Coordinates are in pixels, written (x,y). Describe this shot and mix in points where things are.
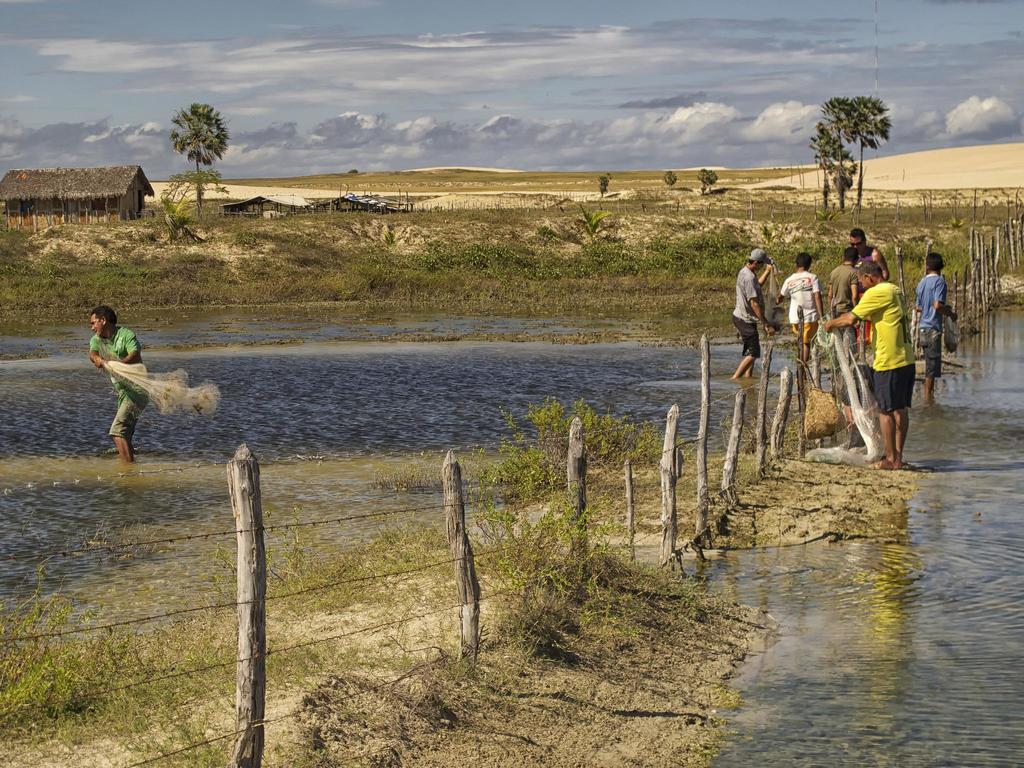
This image consists of many people (747,322) standing and walking in the water (319,454). They are catching fishes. In the middle (579,467), there is a fencing (801,427) made up of woods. At the bottom (531,714), there is ground (473,709) and water (881,565). To the top (509,90), there is sky (516,93). In the background (44,191), there are trees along with huts (126,218).
